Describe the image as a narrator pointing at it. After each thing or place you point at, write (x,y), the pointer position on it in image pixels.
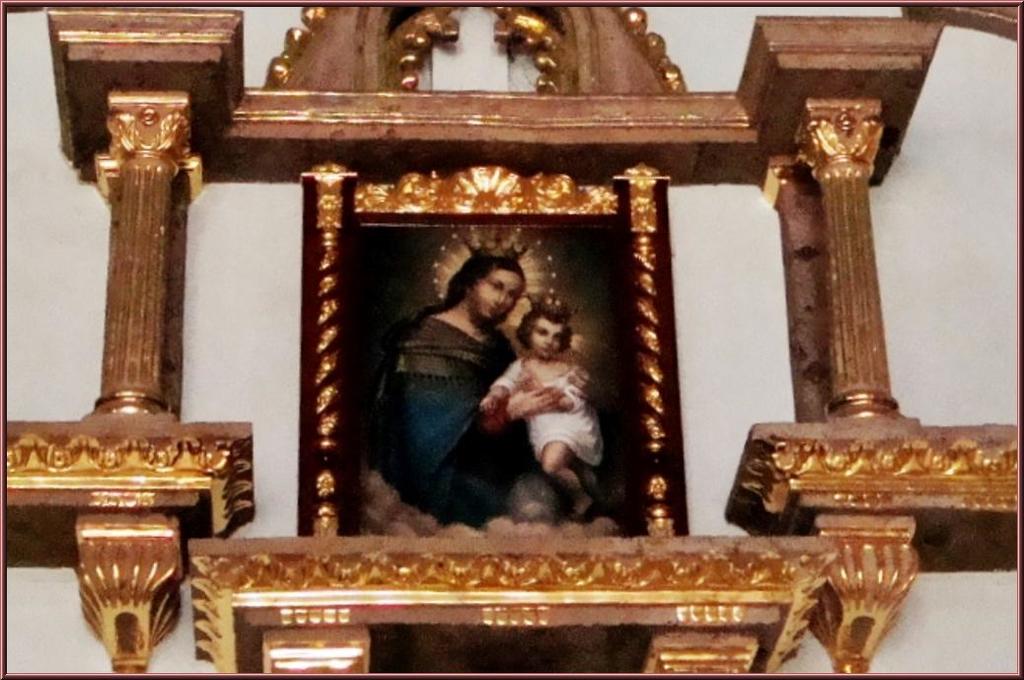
In the center of the image (485,316) we can see a photo frame (534,351) on a wall (940,381) in which we can see a woman (476,415) holding a child (536,433). We can also see some pillars (881,363).
